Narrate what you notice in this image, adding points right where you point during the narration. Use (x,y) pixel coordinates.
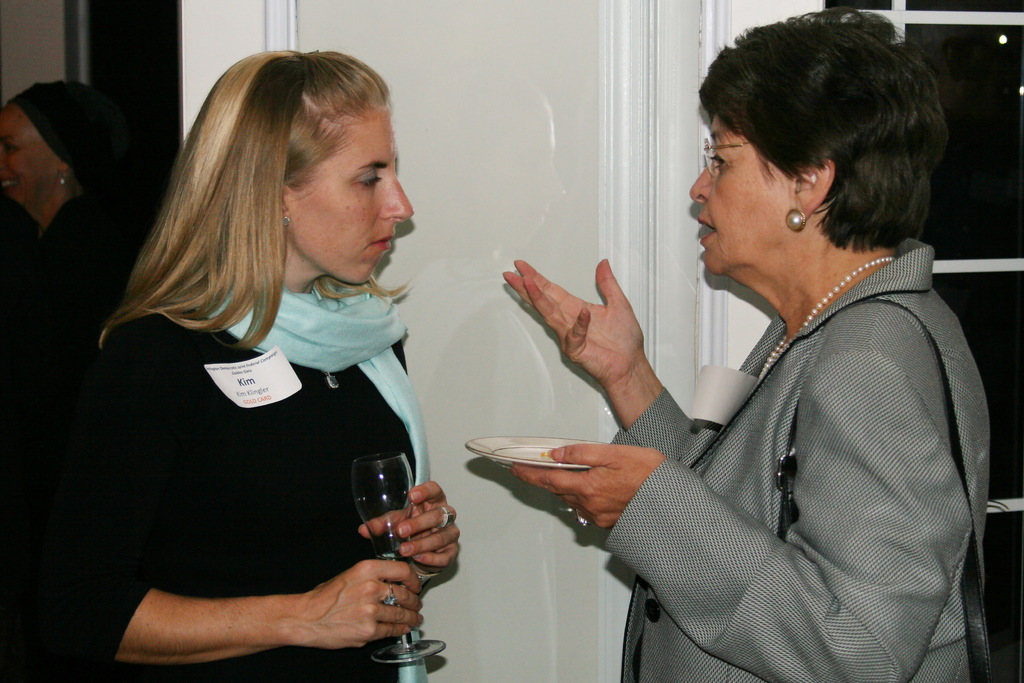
This woman (273,341) wore scarf (302,332), black dress (308,466) and holding a glass (395,558). This woman (784,570) wore suit (729,495), talking and holding a plate (485,454). For this woman (61,327) is standing and smiling.
